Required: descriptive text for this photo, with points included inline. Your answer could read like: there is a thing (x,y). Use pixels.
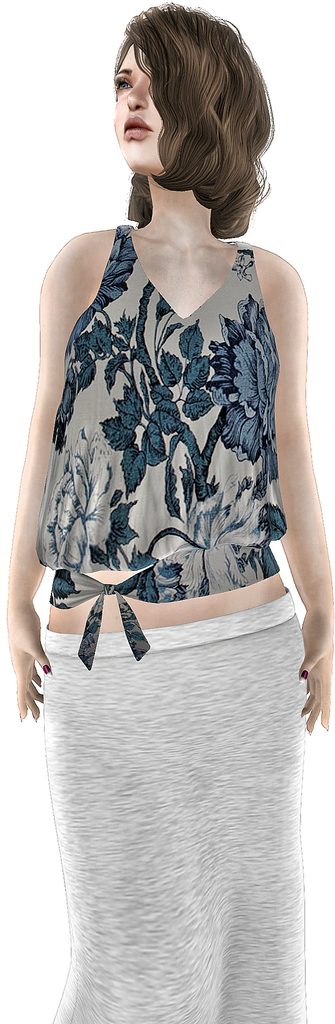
In this picture we can observe a person (148,441). This is a painting of a woman (202,394) wearing blue color dress (144,505). The background (105,17) is white color.
